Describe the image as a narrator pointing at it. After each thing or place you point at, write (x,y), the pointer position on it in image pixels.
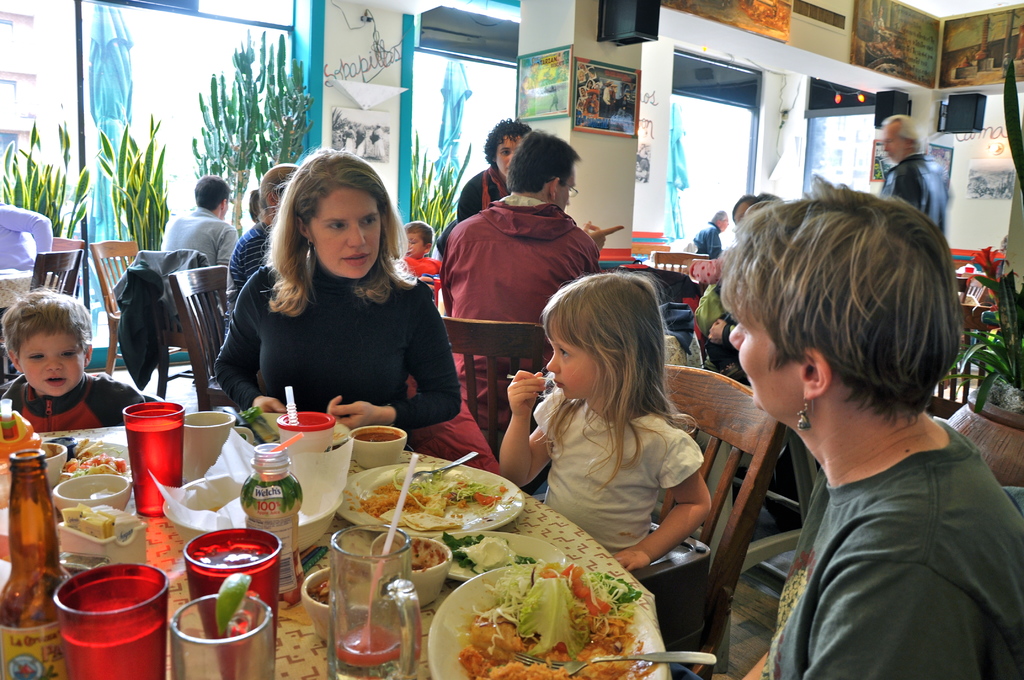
In the picture we can see a restaurant (950,370) inside it we can see tables (154,519) and chairs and some people (267,200) are sitting on the chairs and on the table (420,678) we can see some food items (483,500) on the plates (488,516) and beside it we can see glasses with straws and some glasses (162,415) which are red in color and a bottle (29,612) and in the background (194,185) we can see a wall (594,172) with glass windows (177,179) and near it we can see some plants (987,370) and top of it we can see a photo frames (897,59) with some paintings (887,45) in it.
